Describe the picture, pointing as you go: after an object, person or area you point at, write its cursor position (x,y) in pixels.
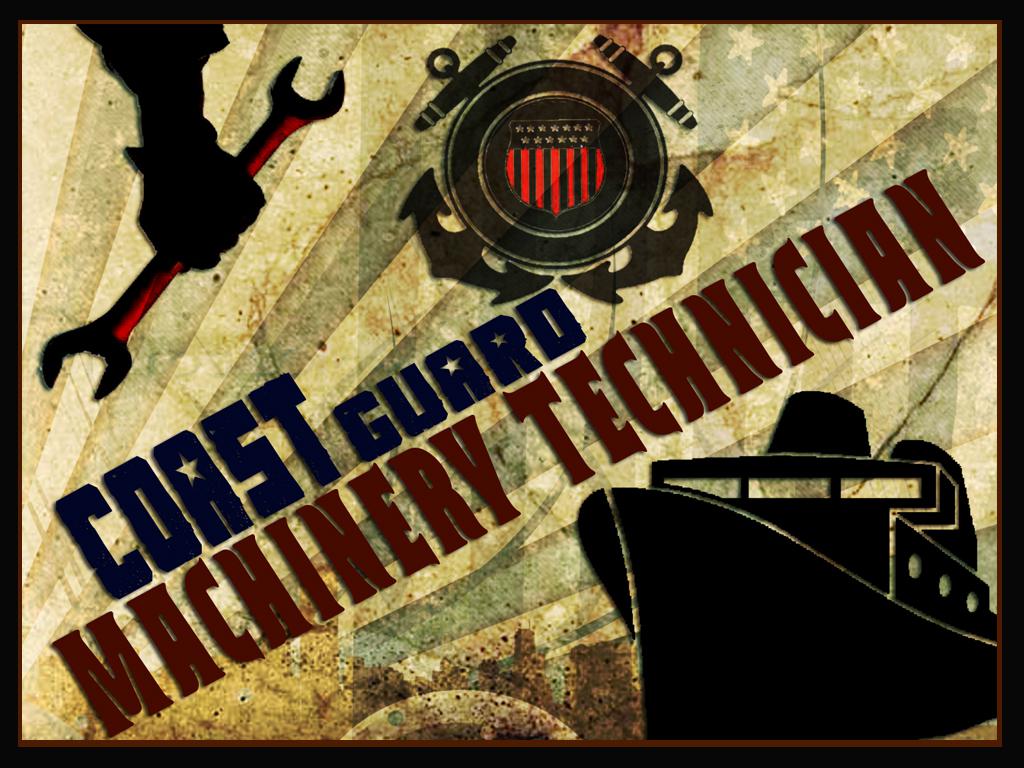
In the picture I can see the poster (340,112). On the poster (548,112) I can see a ship (751,573) on the bottom right side (746,557) and I can see the hand (192,40) of a person (198,264) holding a wrench (163,265). I can see the logo (561,218) and text (590,367) on the poster (572,246).
